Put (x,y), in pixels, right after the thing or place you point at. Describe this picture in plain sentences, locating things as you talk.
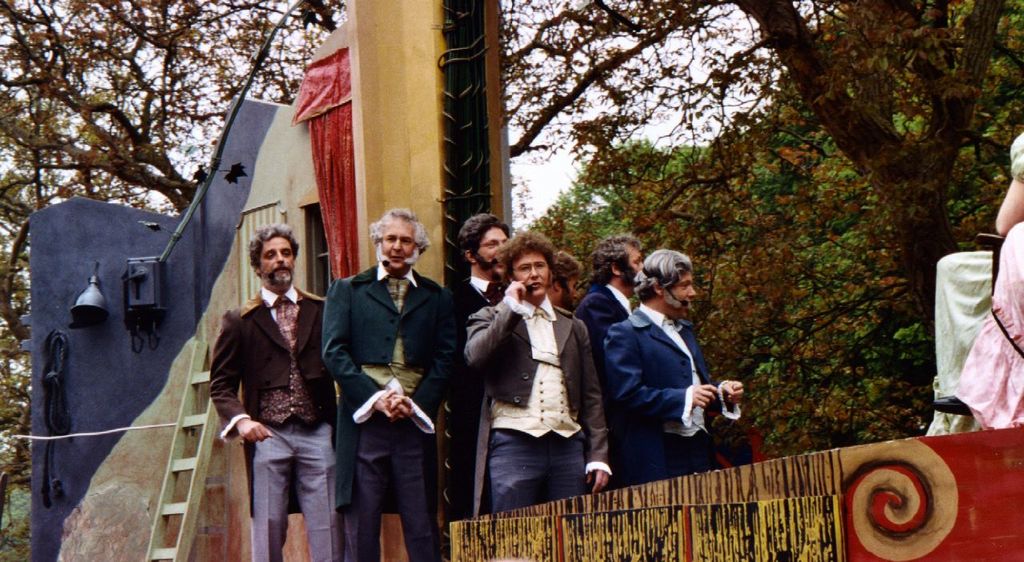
In this picture we can see a group of people (415,458), here we can see a fence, ladder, wall (439,243), window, curtain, bell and some objects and in the background (534,151) we can see trees (595,137), sky (552,142).
